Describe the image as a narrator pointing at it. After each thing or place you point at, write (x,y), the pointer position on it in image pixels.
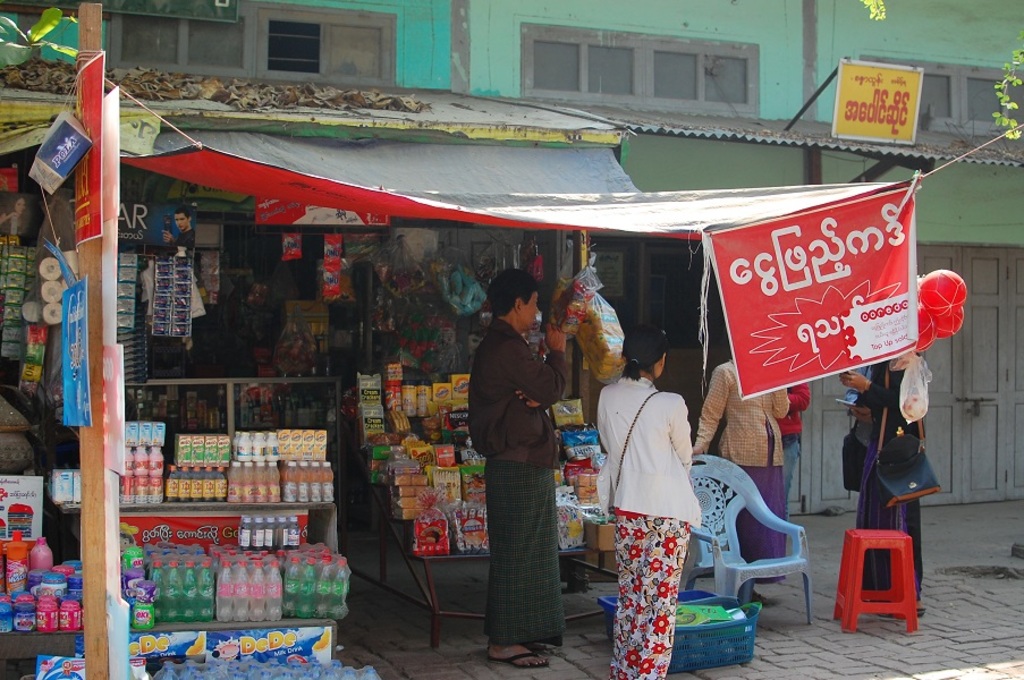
I can see few people (734,434) standing. This is the banner (869,248), which is hanging. I think this is the shop (314,372) with few objects (193,612) and things (319,391). This is the chair (734,505) and stool (859,559). This looks like a basket (706,637) with objects (715,610) in it. Here is the board (893,86). This is the building (628,73) with windows (702,86) and doors (994,309).
